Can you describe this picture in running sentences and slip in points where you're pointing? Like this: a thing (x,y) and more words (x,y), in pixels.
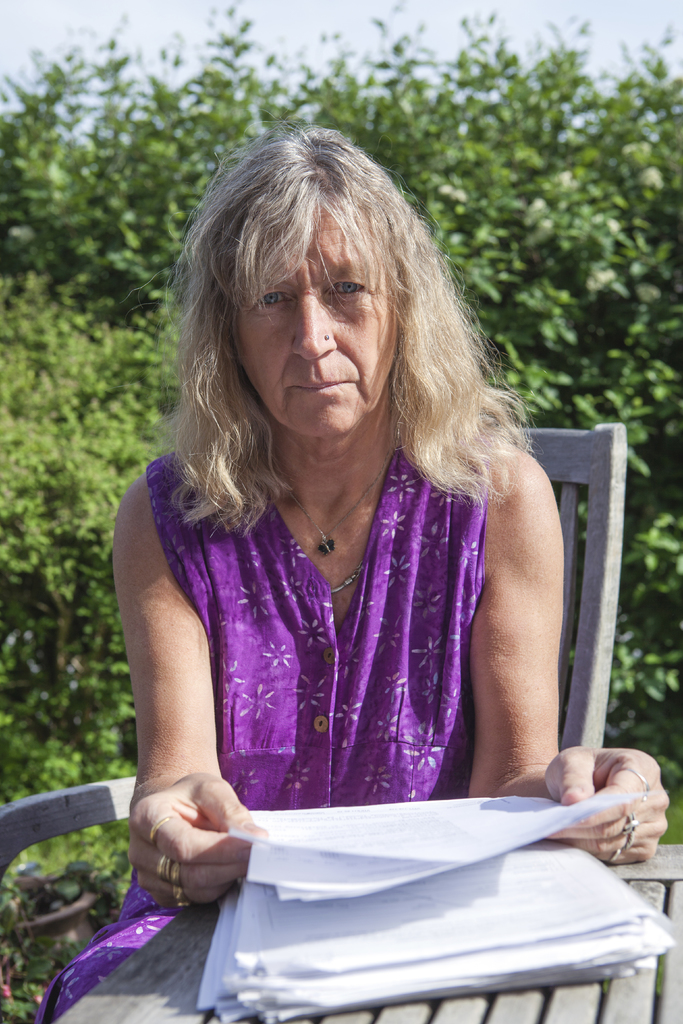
In this image in the center (357,533) there is one woman (205,446) who is sitting on a chair (101,809), in front of her there is one table (637,866). On the table (180,921) there are some papers (424,813), and in the background (353,91) there are some plants (160,170).
